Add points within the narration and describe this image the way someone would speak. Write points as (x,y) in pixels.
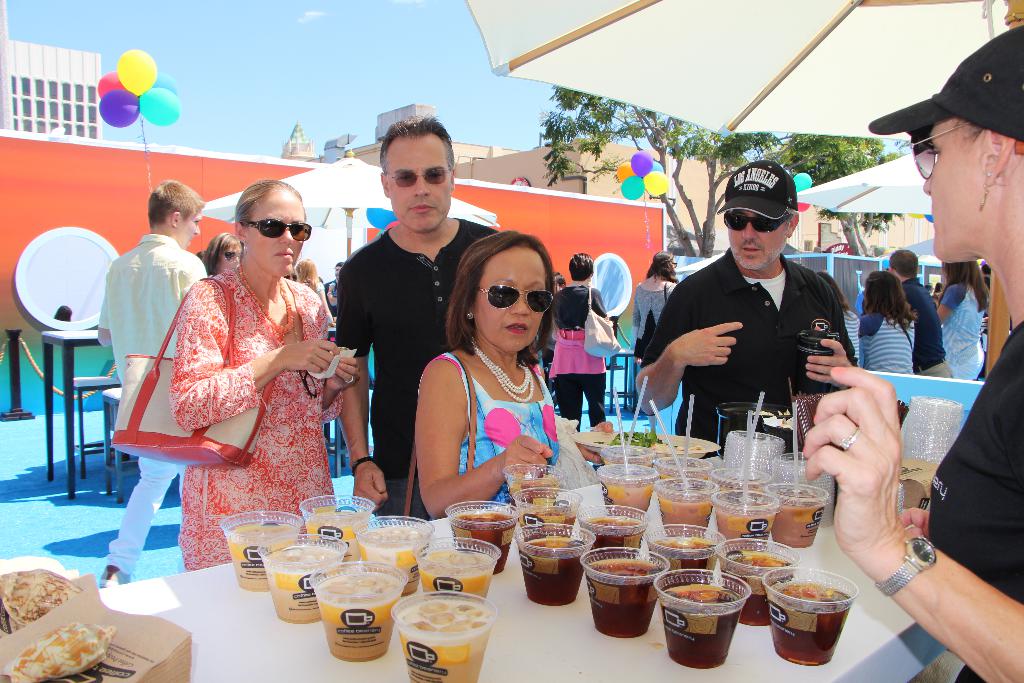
At the center of the image (367,271) there are a group of people (395,300) standing and looking at the table (435,533). On the table (508,553) there are some glass (538,526) with drinks (685,587), in front of the table (853,618) there is an another person (996,593) standing. In the background (142,117) there are houses (701,176), trees (676,183), balloons (127,126) are in the air (333,69) and sky (314,73).
